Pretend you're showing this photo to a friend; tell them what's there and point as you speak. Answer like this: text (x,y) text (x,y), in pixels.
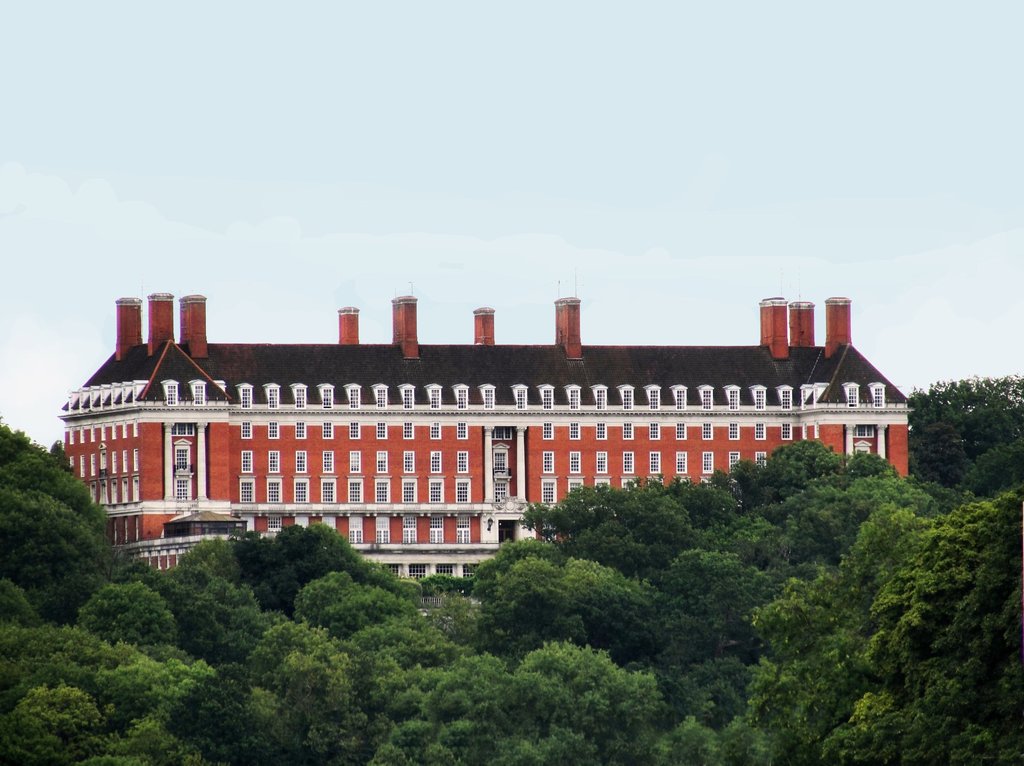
In the picture I can see trees (899,529), a building (312,487) with many windows (731,432), we can see the pillars (167,477) and the plain sky (483,129) in the background (408,289).
